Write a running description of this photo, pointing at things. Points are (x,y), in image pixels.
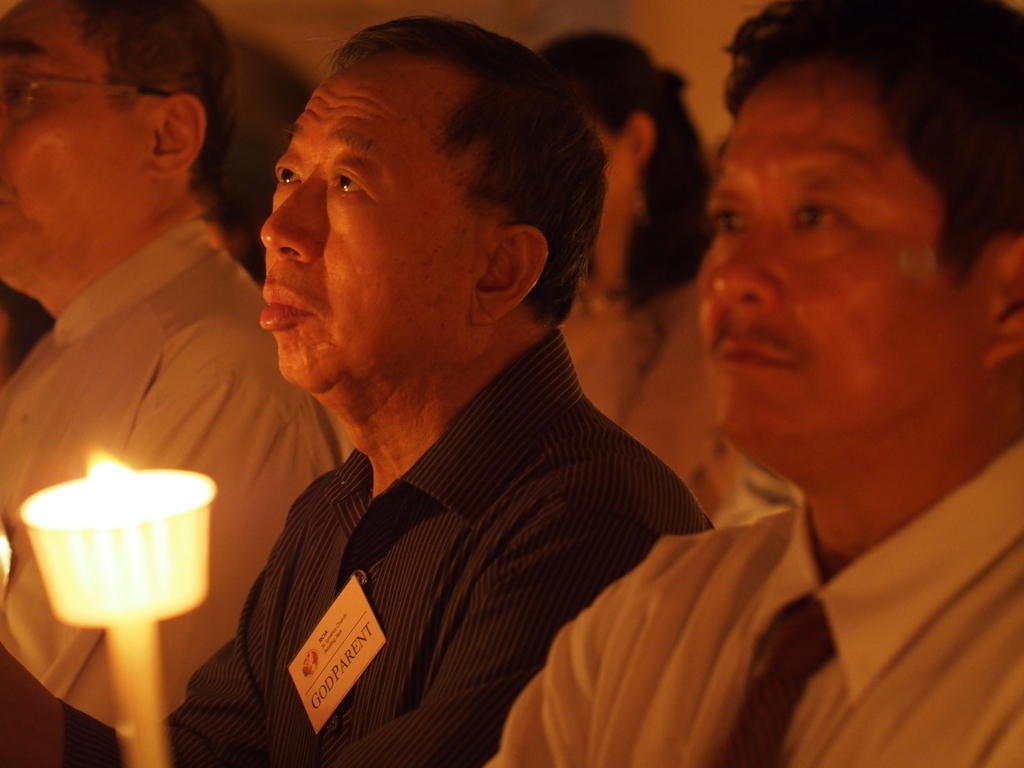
In this image there are group of persons (532,327), there is a person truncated towards the right of the image (894,366), there is a person (238,420) truncated towards the left of the image (46,200), there are persons (618,751) truncated towards the bottom of the image (471,699), there are persons (847,49) truncated towards the top of the image (71,21), there is a card (308,657), there is text (327,654) on the card (351,643), there is a candle (147,646) truncated towards the bottom of the image (135,608).
